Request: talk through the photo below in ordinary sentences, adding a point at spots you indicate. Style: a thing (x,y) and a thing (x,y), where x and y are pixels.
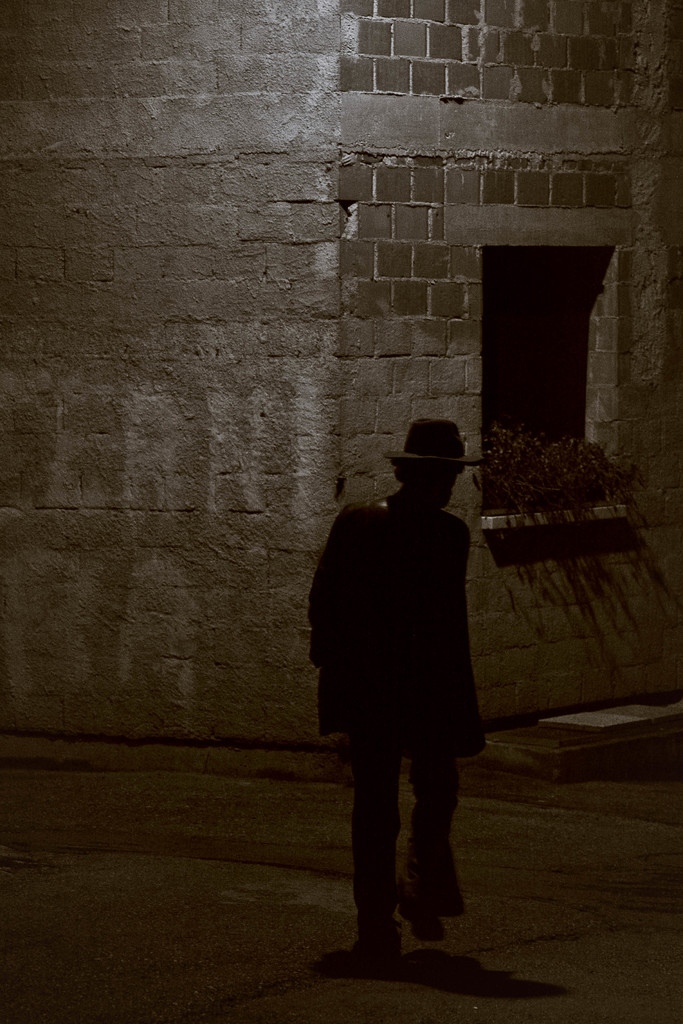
In the image there is a building (339,167) constructed with bricks (353,191), there are few plants (502,461) in front of the window (485,407) of the building (503,520) and a person (419,900) is walking on a path (292,813) in front of that building (537,705).
